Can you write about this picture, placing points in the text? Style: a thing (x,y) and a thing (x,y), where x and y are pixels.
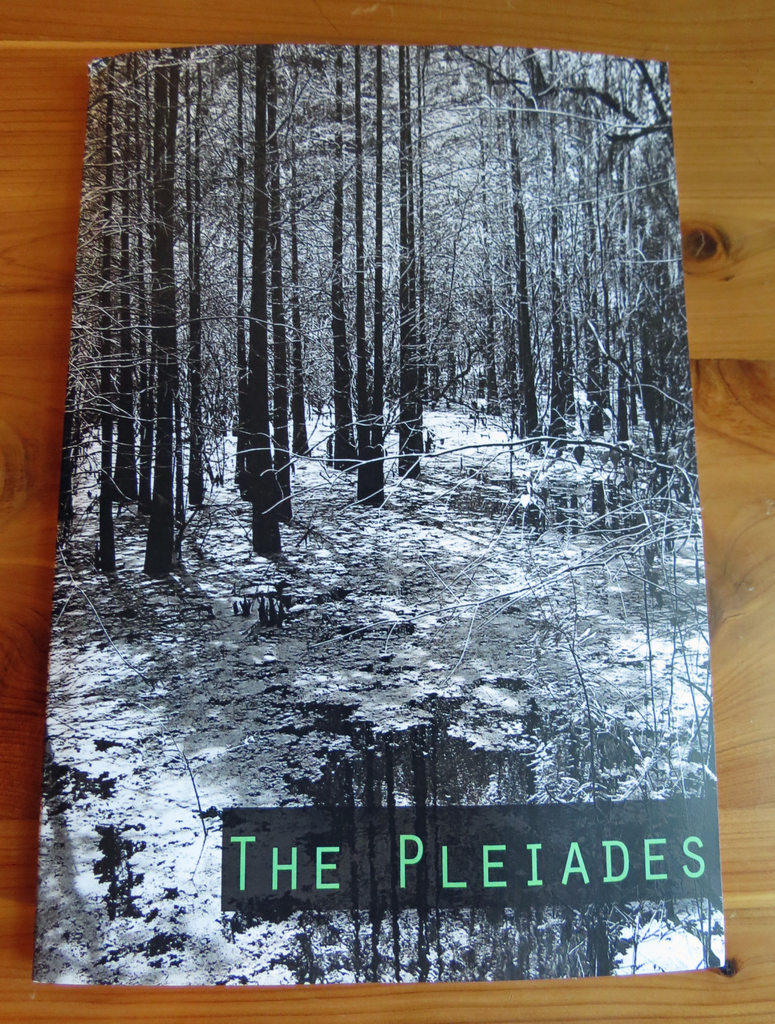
In this image there is a book (661,403) on the wooden table (55,262). On the book (466,559) there are pictures (358,534) and text (329,867). There are pictures (365,432) of the trees (324,384) on the book (355,529).
